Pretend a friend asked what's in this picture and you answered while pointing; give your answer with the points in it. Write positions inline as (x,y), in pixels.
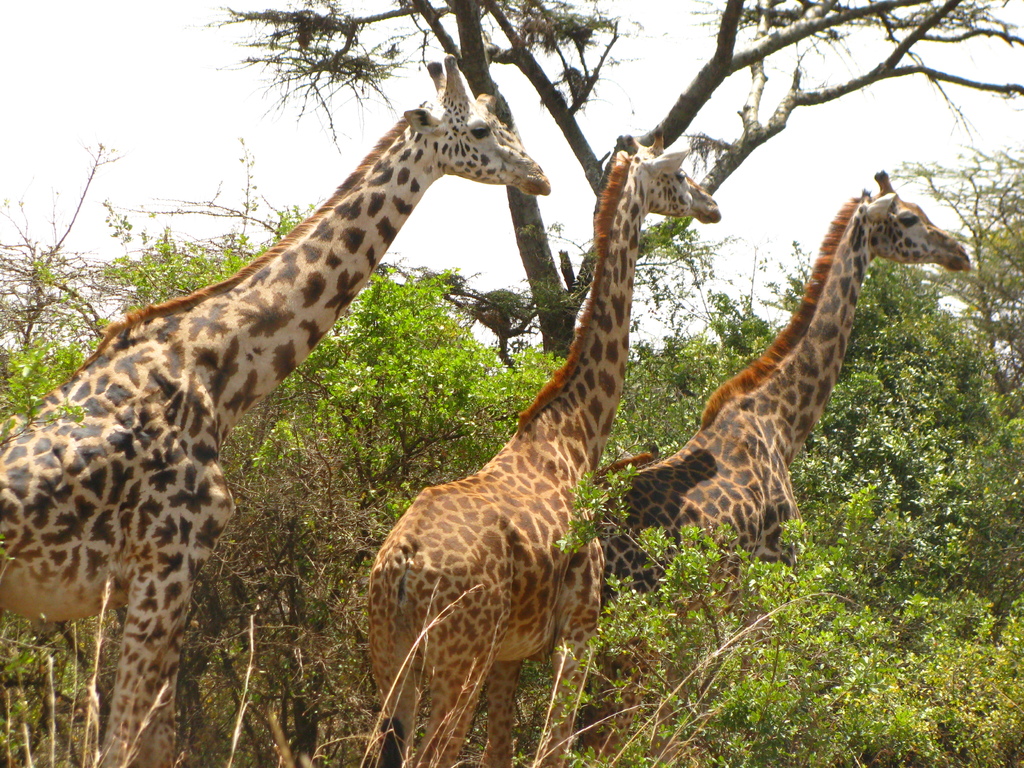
3 giraffes (420,506) are standing facing towards the right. There are trees (882,477).
